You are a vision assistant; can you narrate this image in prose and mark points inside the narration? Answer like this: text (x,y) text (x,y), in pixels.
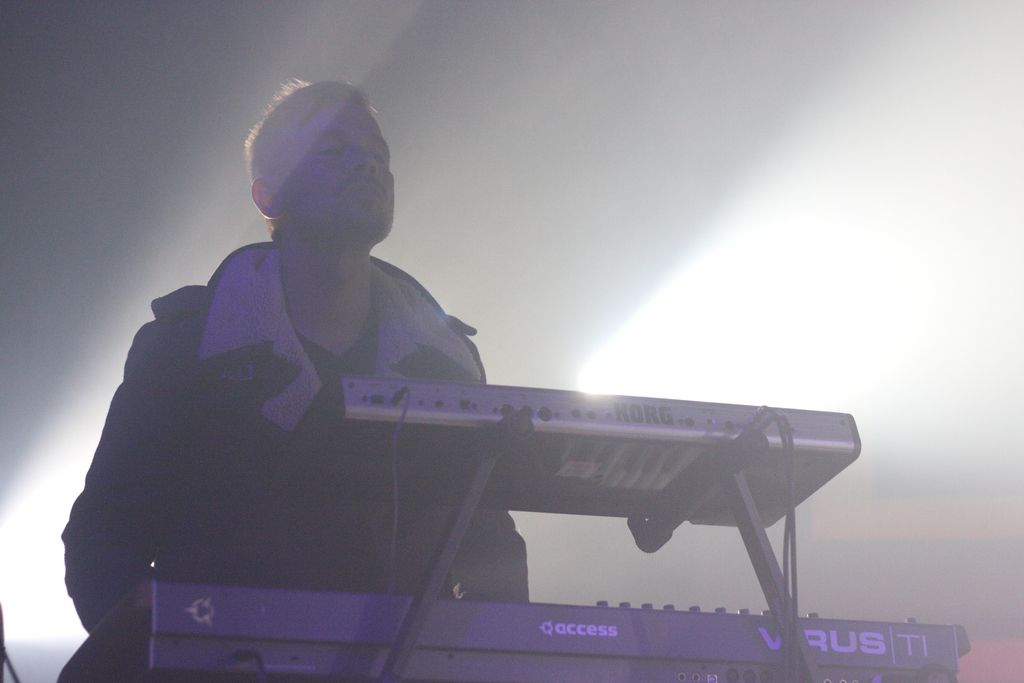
In this image, we can see a person (356,290) wearing a coat (160,430) and we can see musical instruments (497,484) and in the background (586,287), we can see a white surface (521,208).
